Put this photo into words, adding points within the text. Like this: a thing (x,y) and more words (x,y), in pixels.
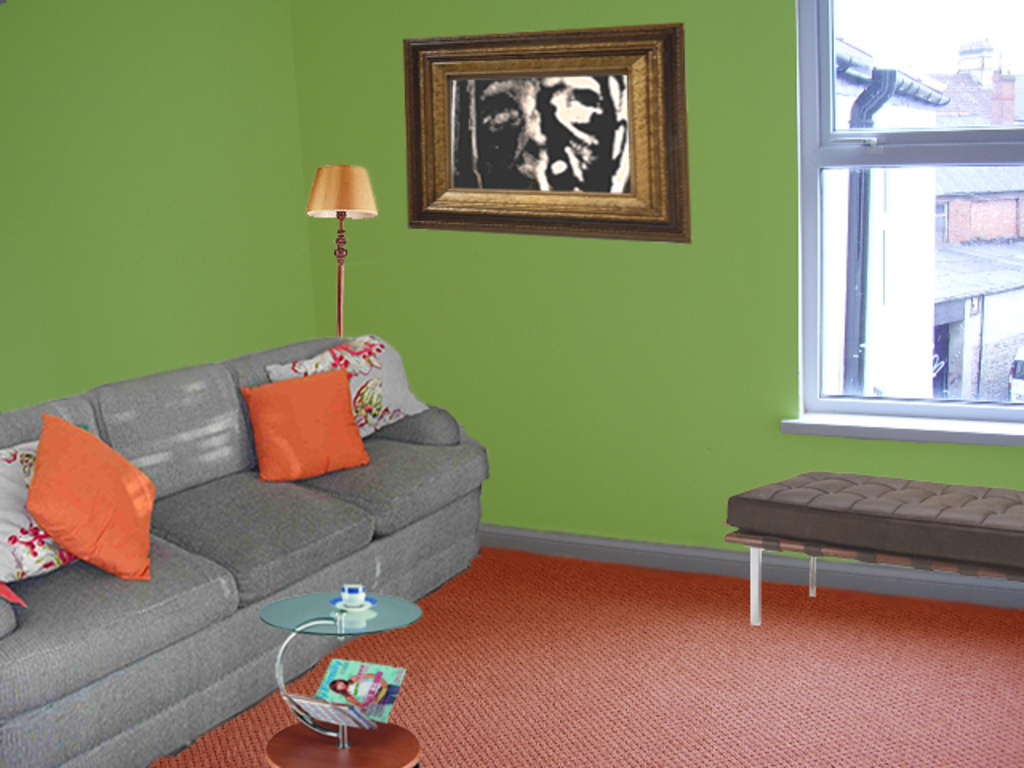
This picture shows the interior part of the room (725,403). In the image there are sofas (198,533) on which there are pillows (100,485), a bench (857,519) and a photo frame (520,123) which attached to the wall (340,44) and a lamp (347,180) beside it and a windows (880,185) to the right side of it.
